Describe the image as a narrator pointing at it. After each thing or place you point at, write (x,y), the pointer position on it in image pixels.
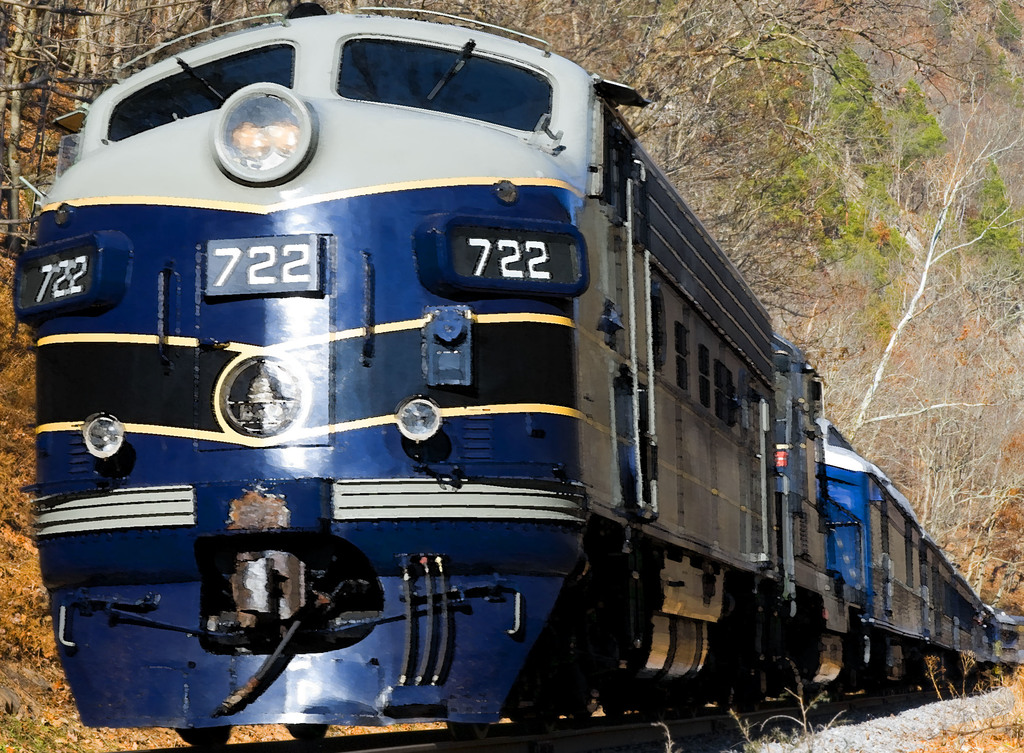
Here I can see a train (318,521) on the railway track (474,740). In the background (863,279) there are many trees (771,80). There are few boards (249,272) attached to the train (199,272). On the boards (241,276) I can see the numbers (72,278). The train (476,607) is in blue color.
